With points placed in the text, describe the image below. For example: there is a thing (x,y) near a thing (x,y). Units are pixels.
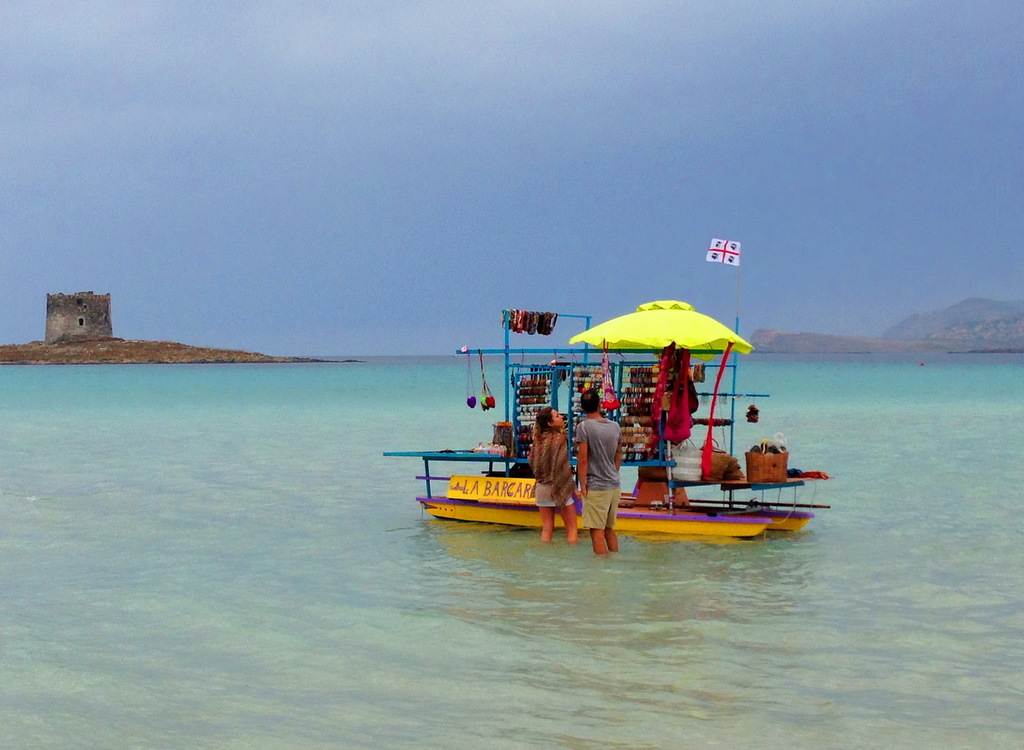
This image is taken outdoors. At the top of the image (354,113) there is the sky (425,107) with clouds (440,95). In the background (893,340) there are a few hills (945,312) and there is a hut (76,325) on the ground (62,348). In the middle of the image (473,496) there is a stall (629,392) in the boat (620,419). There are a few bangles (533,411), a few bags (686,460), scarves (706,443) and a few things (483,445) on the table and hangers (595,350) and there is an umbrella (654,329). A man (609,430) and a woman (560,488) are standing in the sea (590,548). At the bottom of the image (97,508) there is a sea (251,604) with water (514,613).
